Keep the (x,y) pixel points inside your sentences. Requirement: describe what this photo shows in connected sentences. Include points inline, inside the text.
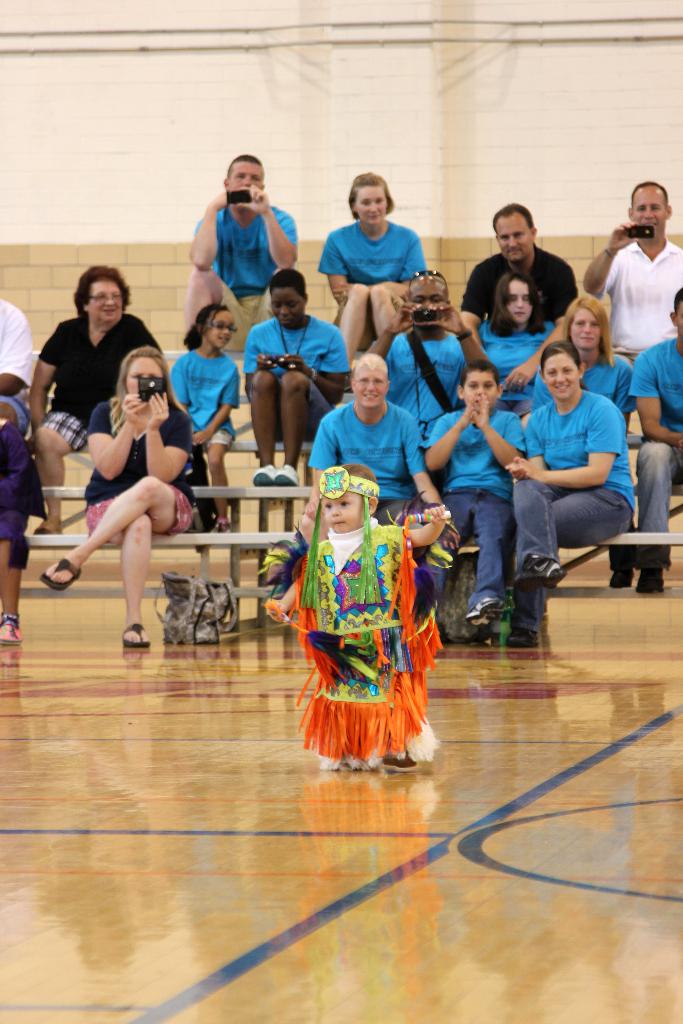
In this picture we can see a small boy (394,625) wearing costume dress (375,674) and standing in the front (362,579). Behind we can see some people (376,458) wearing blue t-shirts (430,427), sitting on the bench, smiling and looking to the boy (368,607). In the background (459,243) we can see white wall (673,144).
